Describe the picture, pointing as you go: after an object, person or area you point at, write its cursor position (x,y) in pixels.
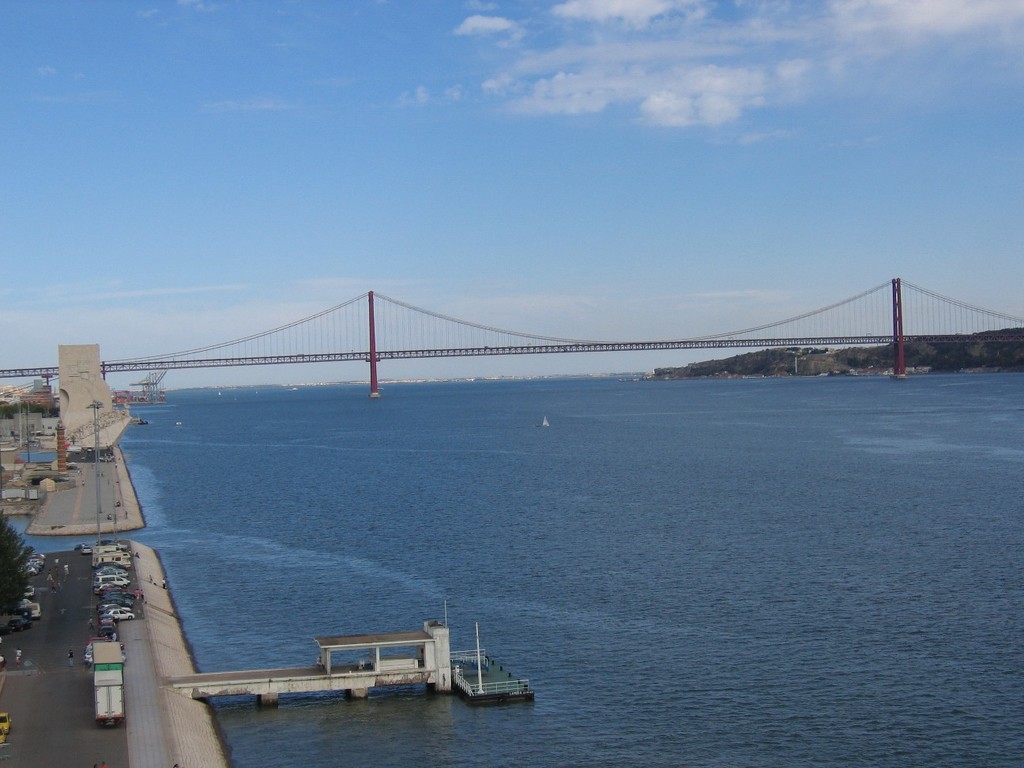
In this image I can see the water (644,507). To the left (15,625) I can see the tree (3,613), few vehicles (15,625) on the road (63,636) and the buildings (62,442). In the background (324,380) I can see the bridge (428,350), mountains (663,370), clouds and the sky (333,168).
